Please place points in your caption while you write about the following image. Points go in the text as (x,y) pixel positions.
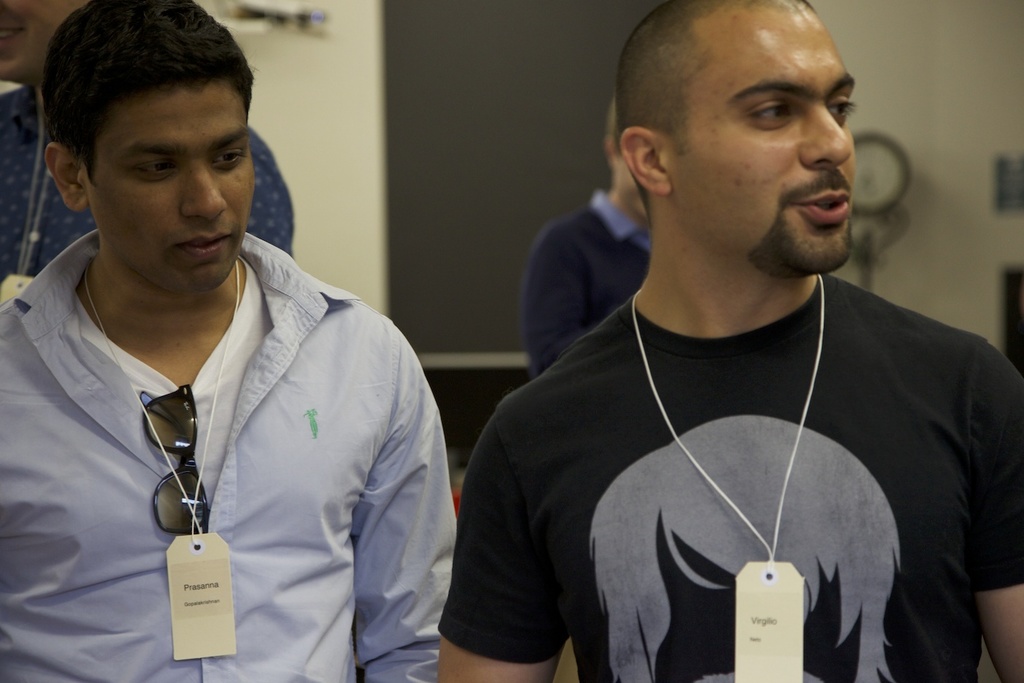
In this picture we can see a group of people (186,189) with the tags (216,556) and a person (135,334) is with the goggles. Behind the people (354,305) there is a wall (267,56) and some blurred objects (876,234).
